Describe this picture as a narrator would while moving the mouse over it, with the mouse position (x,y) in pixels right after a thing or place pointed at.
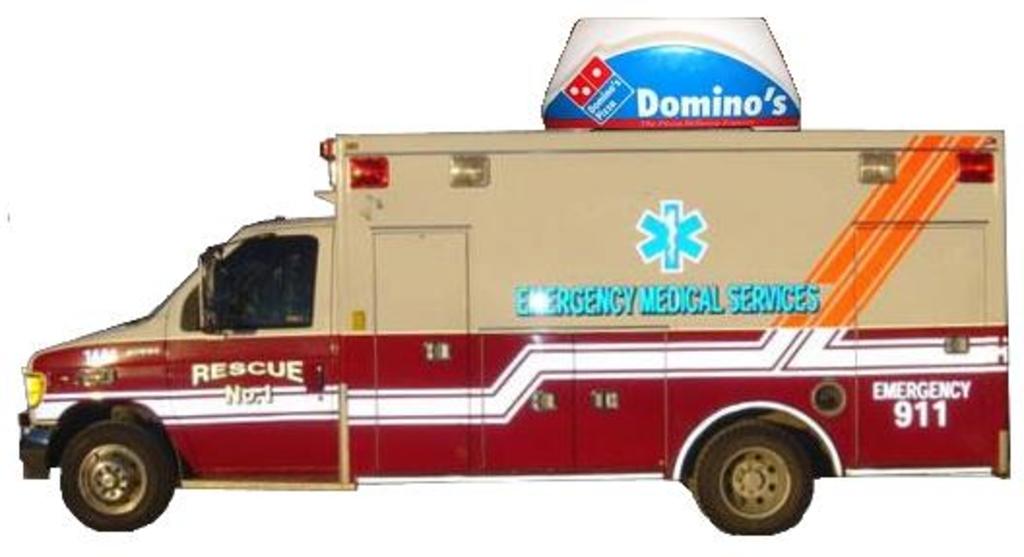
In this image we can see the picture of a motor vehicle (617,303).
